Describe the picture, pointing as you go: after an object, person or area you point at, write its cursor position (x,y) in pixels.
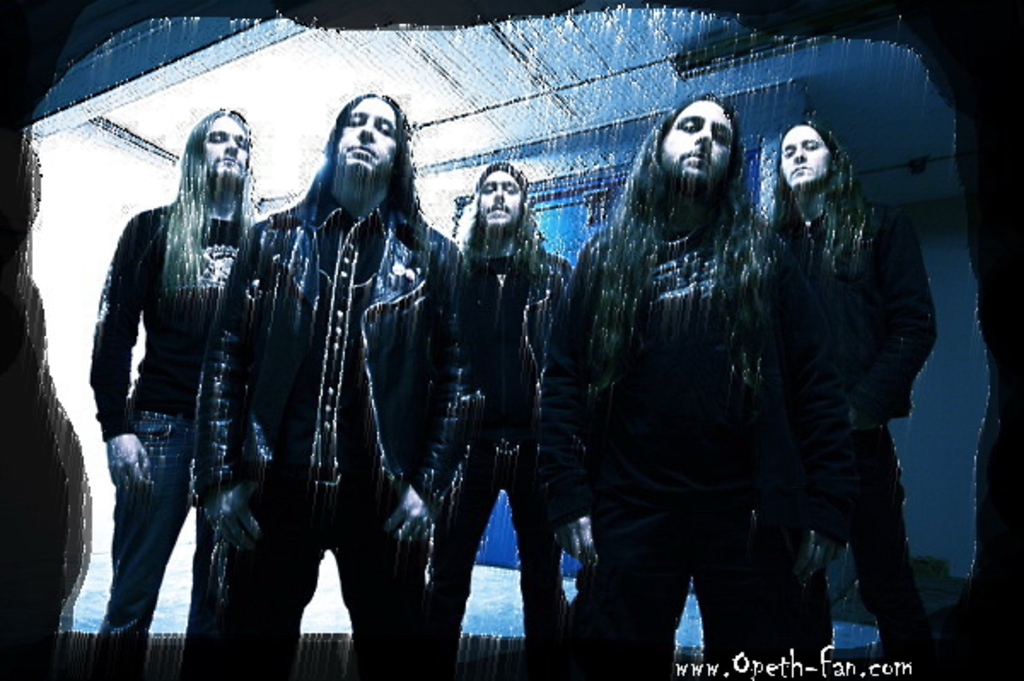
This is an edited image. In the center of the image (587,319) we can see five men (396,341) are standing and wearing jackets (852,303). In the background of the image (909,84) we can see the wall (923,224), board (579,195), roof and floor (511,602). In the bottom right corner (754,671) we can see the text (789,656).
